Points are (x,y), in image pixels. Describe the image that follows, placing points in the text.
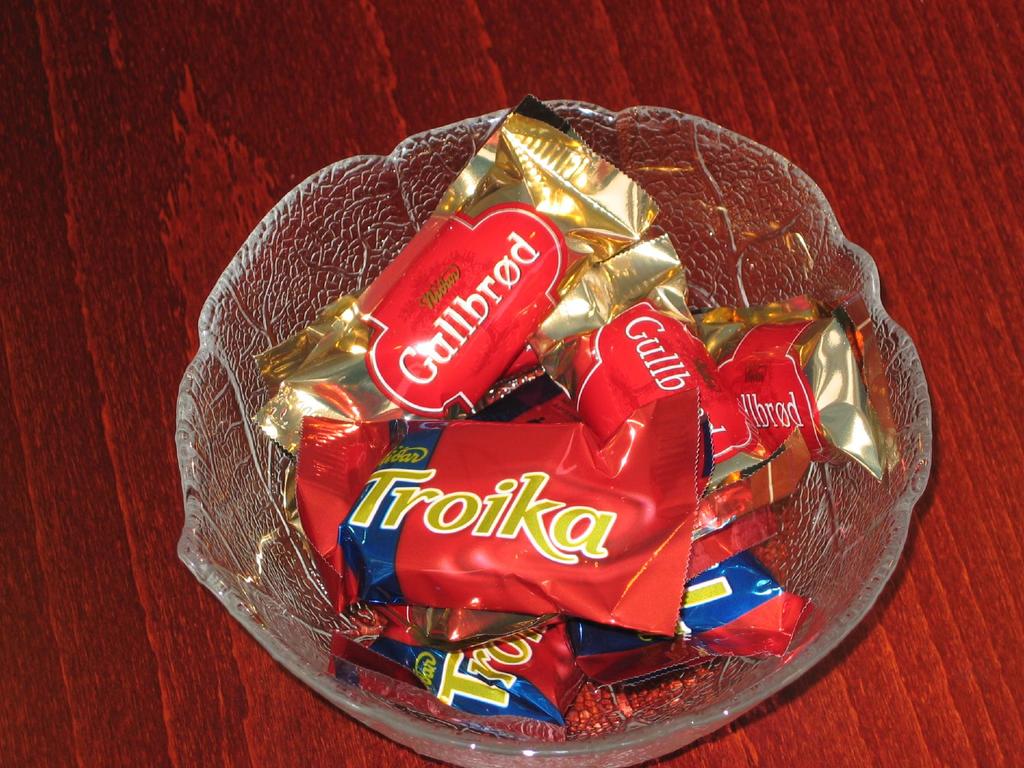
In this image in the center (355,271) there is one bowl (806,512) and in that bowl (806,512) there are some chocolates (387,447), at the bottom (173,607) there is a table (196,646).
